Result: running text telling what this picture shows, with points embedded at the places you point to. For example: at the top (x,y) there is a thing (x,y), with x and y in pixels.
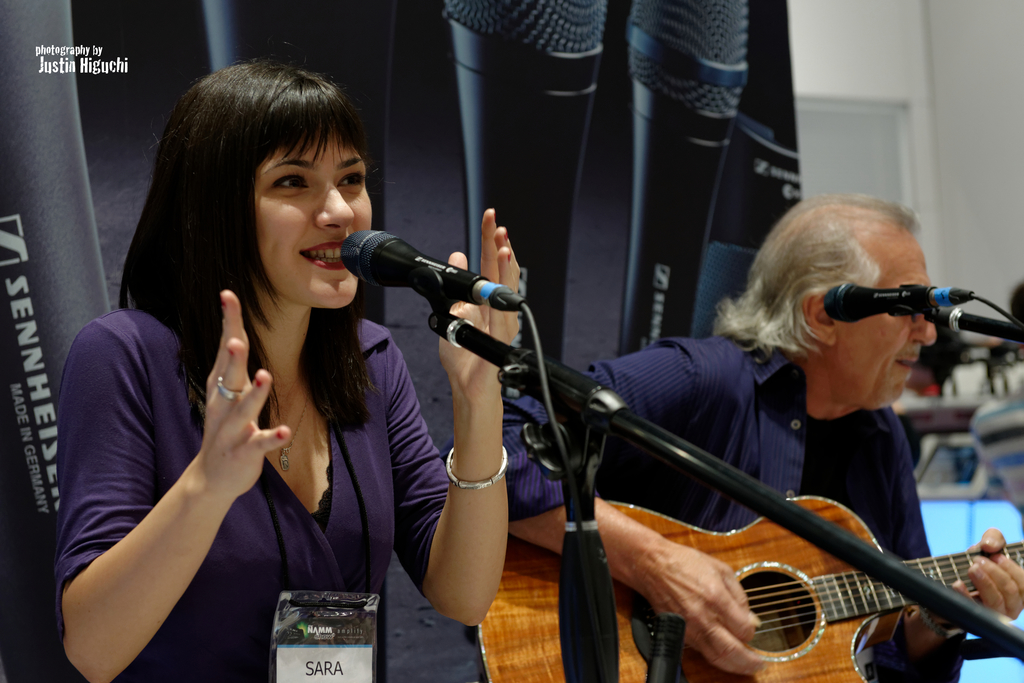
In this image I see woman (129,279) who is smiling and she is in front of a mic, I can also see that there is a man (849,473) who is holding a guitar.
